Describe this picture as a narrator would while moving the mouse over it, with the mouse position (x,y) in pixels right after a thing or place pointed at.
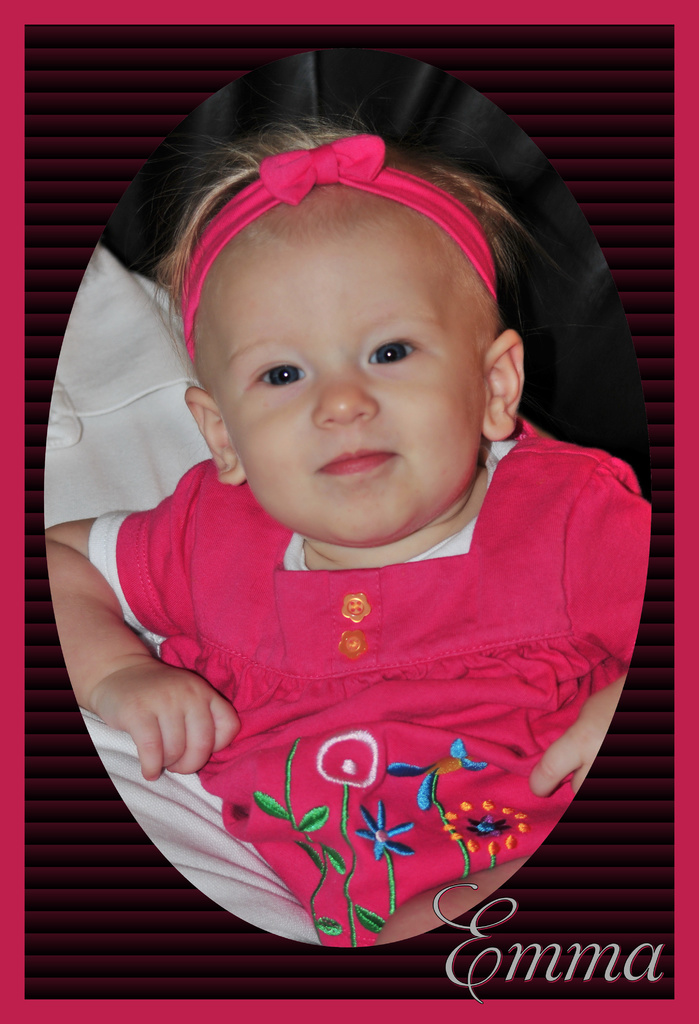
This might be a poster, in this image in the center (456,576) there is one girl (454,462) who is wearing a headband (199,266) and in the background (79,331) there is blanket (245,860). At the bottom of the image (554,951) there is text (519,953).
